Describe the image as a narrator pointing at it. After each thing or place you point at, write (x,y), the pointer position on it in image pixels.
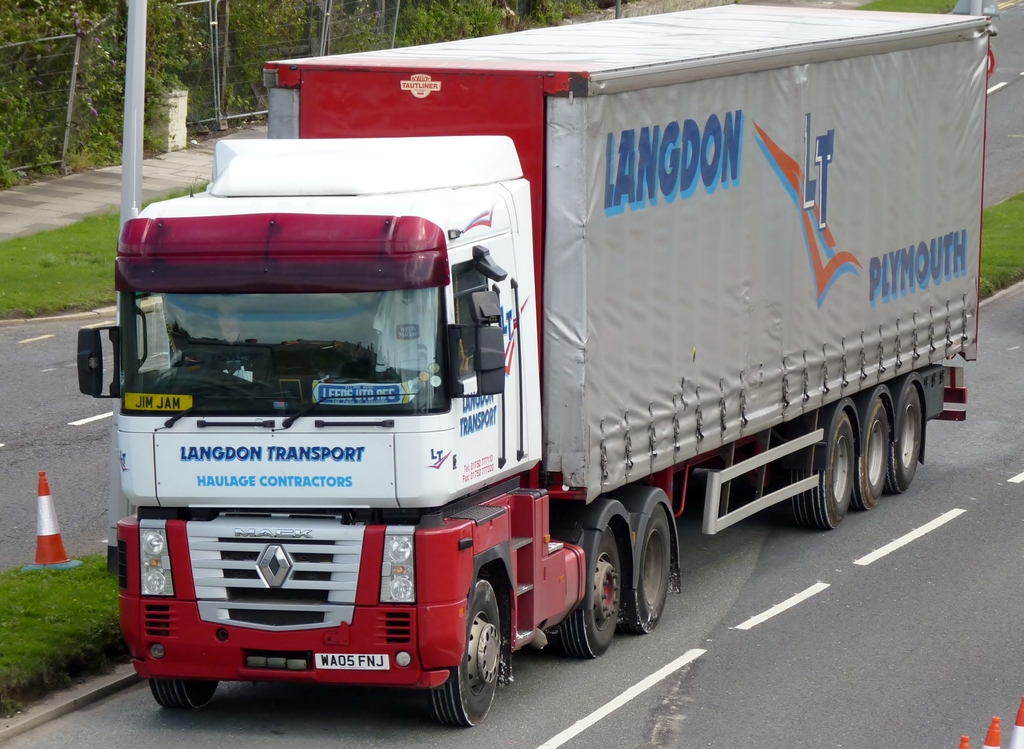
In the image we can see there is a vehicle (679,371) parked on the road (749,633) and its written ¨Langdon¨ on the vehicle (185,583). There are traffic cones (45,533) kept on the road (922,731) and there is an iron pole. There is an iron fencing (344,47) and there are trees (233,30). On the divider (79,600) there is ground (84,578) covered with grass (55,294).
